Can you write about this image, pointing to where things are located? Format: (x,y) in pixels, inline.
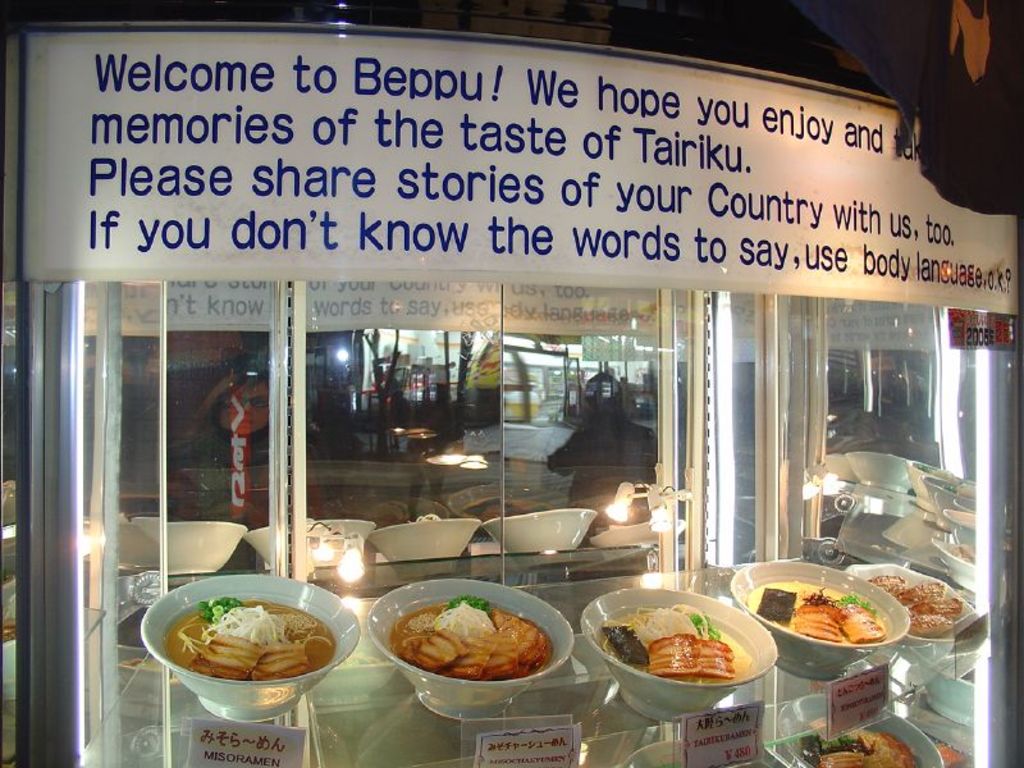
In this image, we can see a display cabinet (857,385) contains food bowls (853,586) and some text (476,201).
